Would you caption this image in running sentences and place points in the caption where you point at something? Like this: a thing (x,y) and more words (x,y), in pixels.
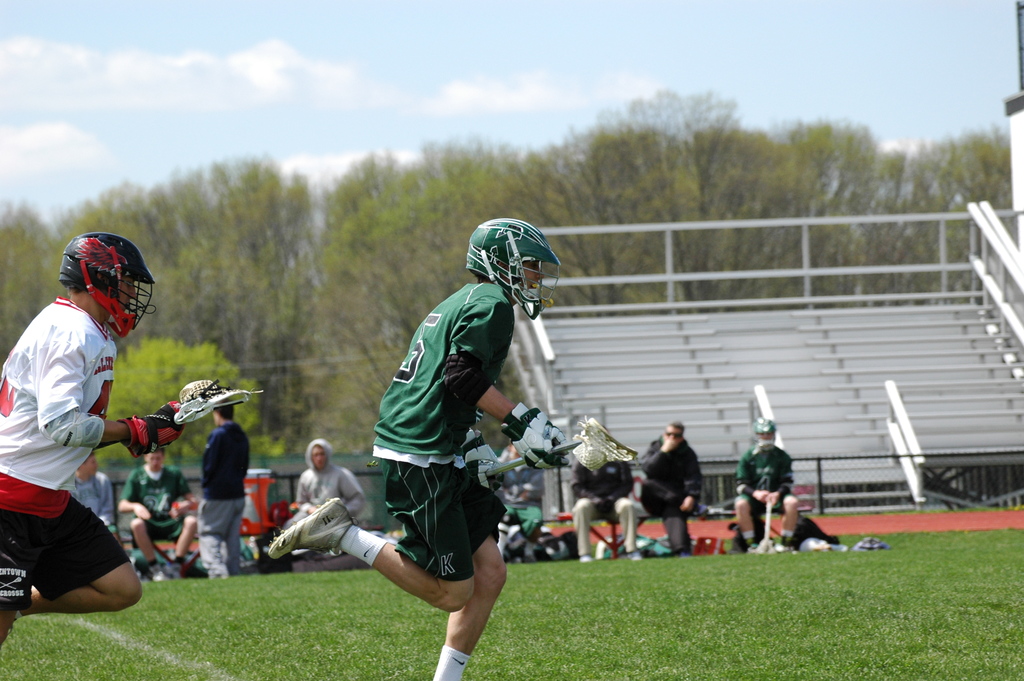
In this image I can see some people (459,483) on the ground (693,622). On the right side (813,398), I can see the stairs (777,351). In the background (651,213), I can see the trees (418,218) and clouds (172,70) in the sky (173,86).
